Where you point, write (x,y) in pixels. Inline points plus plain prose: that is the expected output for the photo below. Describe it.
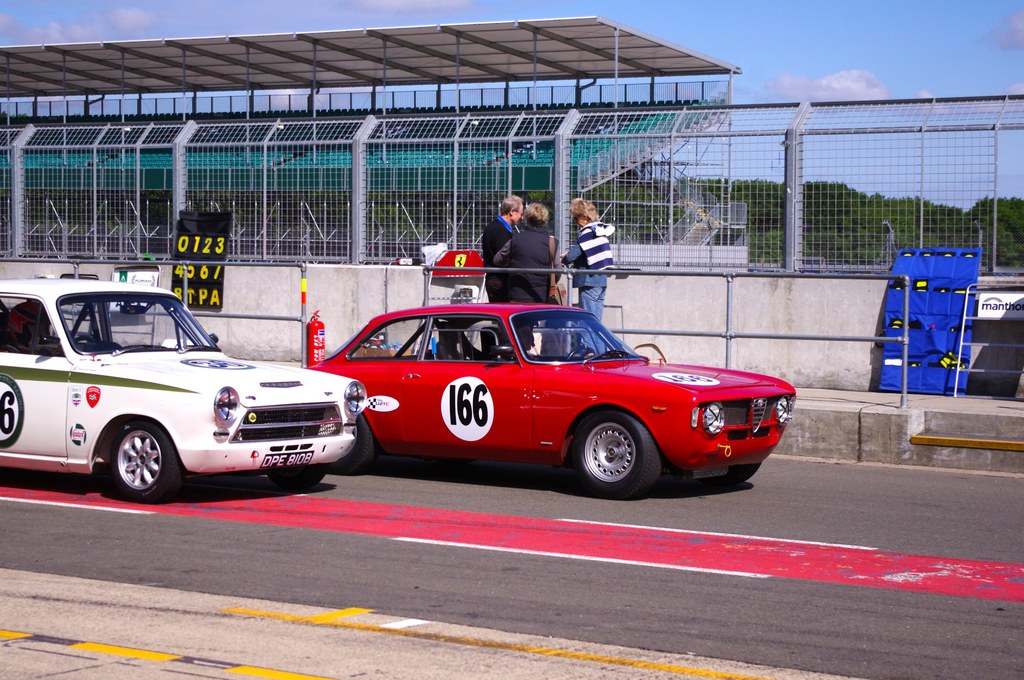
In this picture there are two cars (501,433) on the road (507,489). There are group of people (528,269) standing behind the railing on the footpath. At the back (437,207) there is a stadium (500,127) and there are trees (1010,202). At the top (654,31) there is sky (818,36) and there are clouds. There are boards (918,343) on the footpath (875,393). At the bottom (315,642) there is a road (312,664).
